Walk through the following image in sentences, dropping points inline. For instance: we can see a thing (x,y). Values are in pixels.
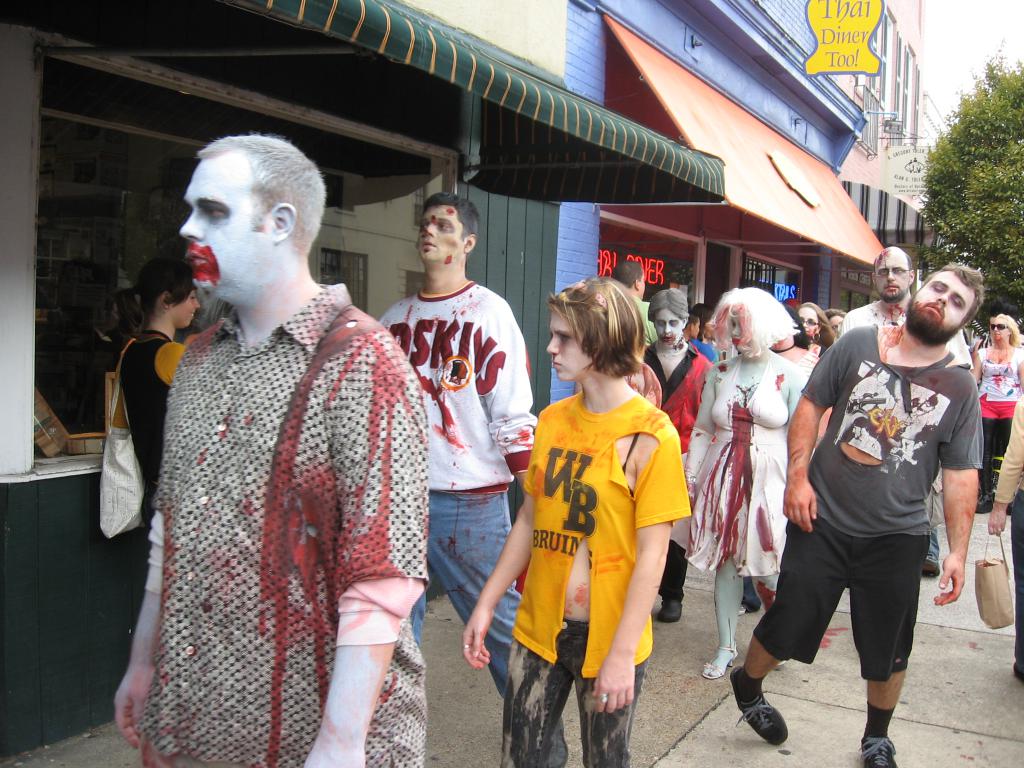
In this image there are few people (731,497) with Halloween costume (731,497) on the road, there are few buildings (597,179), a tree (1002,186) and board (865,66) attached to the buildings (859,266).
